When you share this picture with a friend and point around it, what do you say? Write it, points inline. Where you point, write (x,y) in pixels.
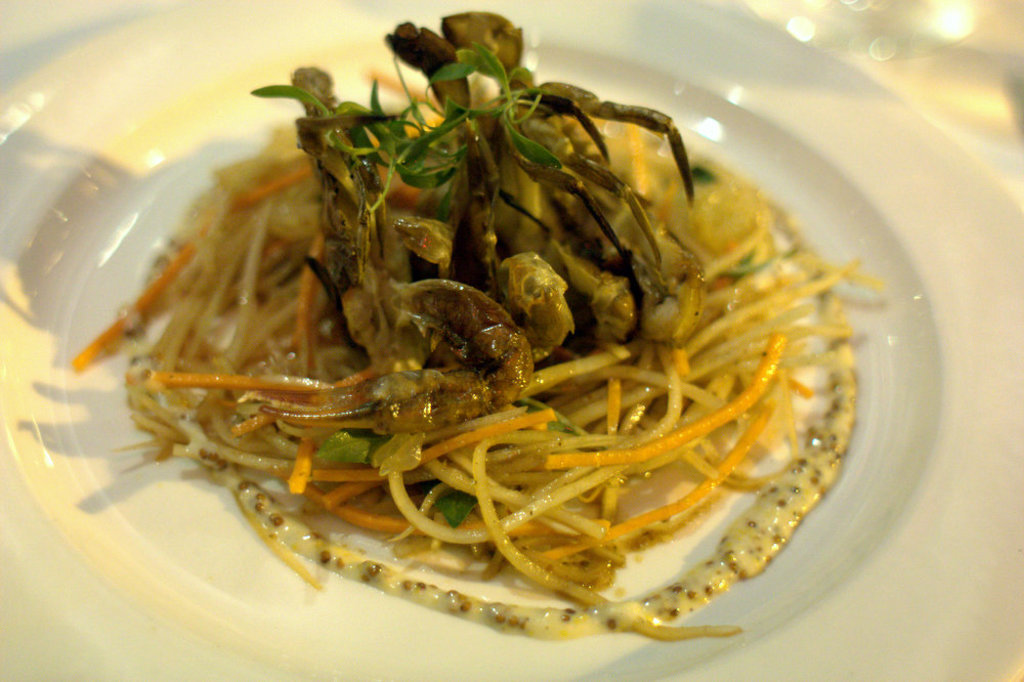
In this image there is a plate (358,613). In the plate (814,627) there are noodles (587,390) and some food stuff (491,251).
